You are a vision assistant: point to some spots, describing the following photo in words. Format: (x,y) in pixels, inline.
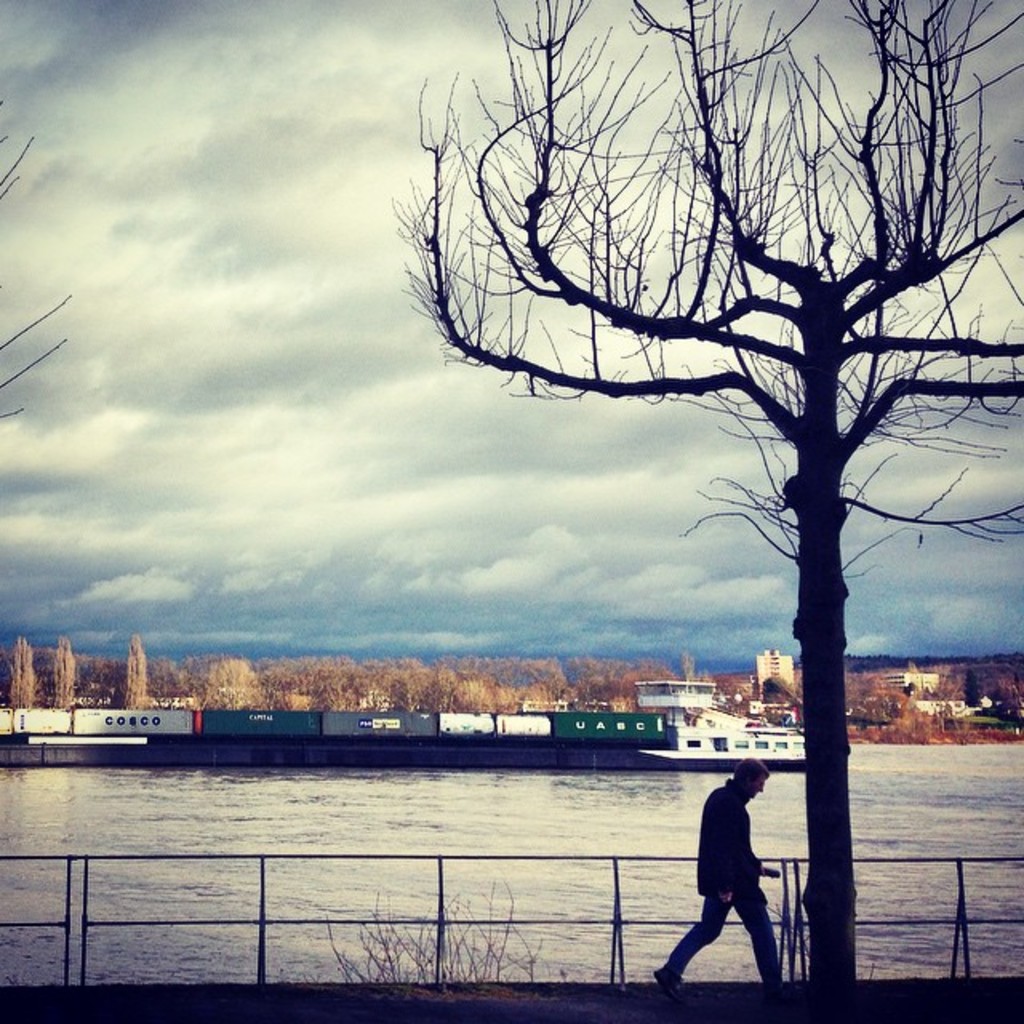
This picture is clicked outside the city. In the foreground (740,798) there is a person (733,874) walking on the ground (957,986) and we can see a fence (266,857) and a tree (829,726). In the center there is a water body (284,801) and some other items (144,735). In the background (296,292) there is a sky (300,367) and the trees (450,663).
